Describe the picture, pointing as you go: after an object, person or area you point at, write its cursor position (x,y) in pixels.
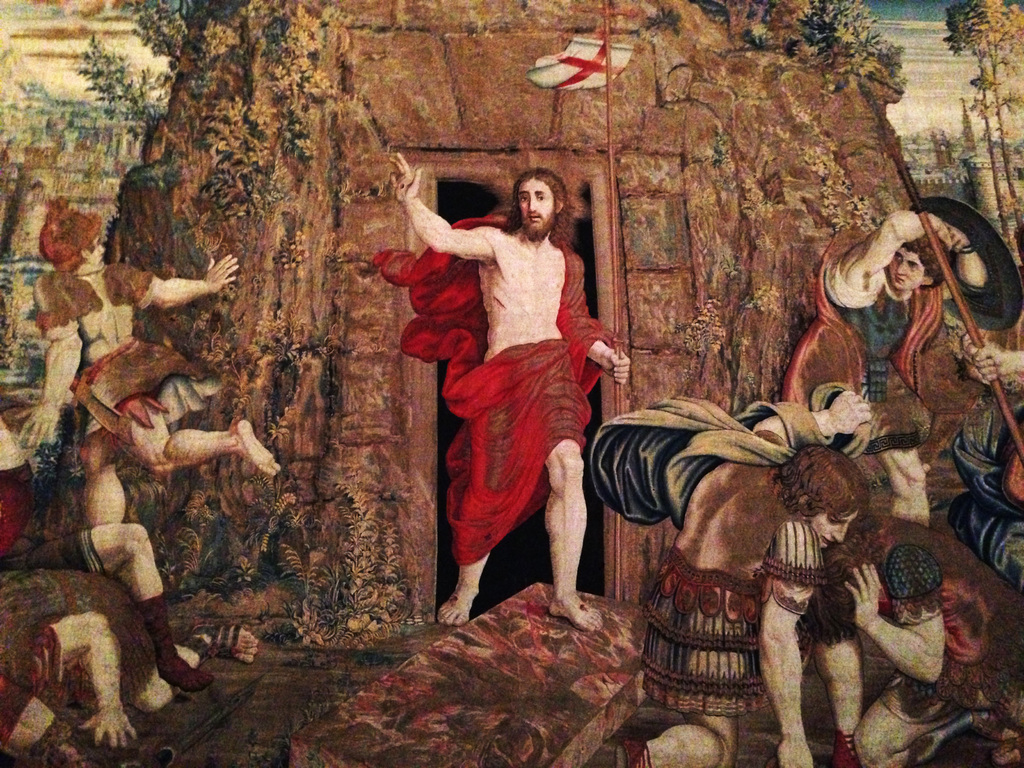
It is a painting. In the painting few people (526,218) are standing and holding sticks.
